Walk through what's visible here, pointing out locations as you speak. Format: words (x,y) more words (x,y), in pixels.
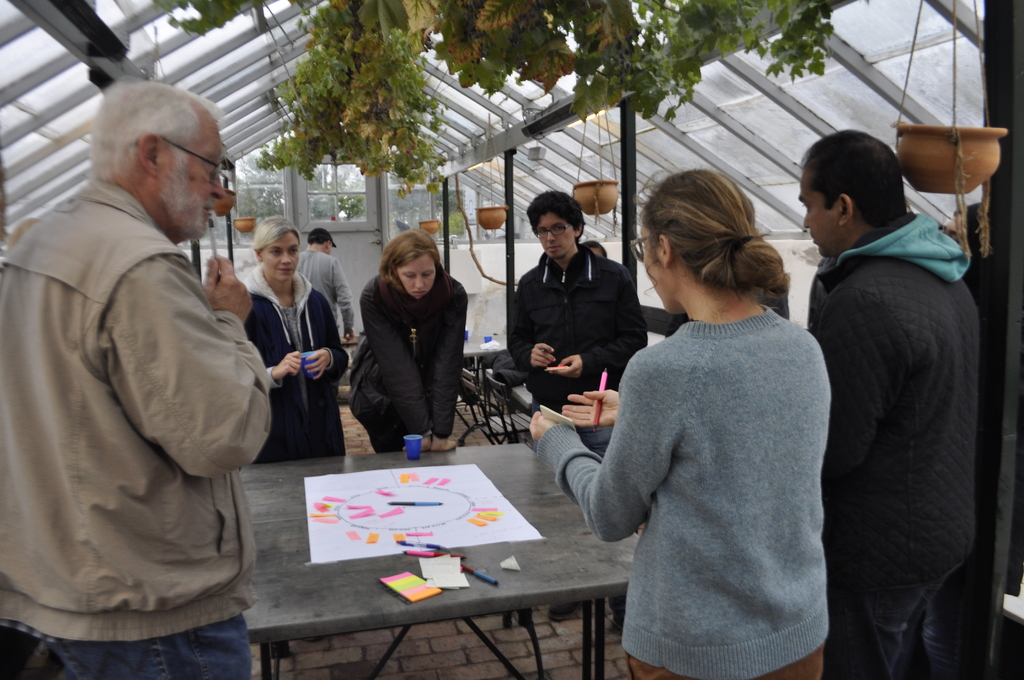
It is a closed room (80,176) where people (548,431) are standing in the middle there is a one table (396,558) on it there is one chart (442,531) and some slips (383,584) and pens (418,543) are present and in the left corner of the picture (184,492) one old man (155,490) is standing with a pen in his hands (212,282) and wearing a coat (86,342) and at the right corner of the picture (835,474) one person (843,543) is standing with a black coat (930,383) on him and behind him there is one pot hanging from the roof (864,128) and beside him there is a woman (768,385) with a pen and slips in her hands (532,428), in the middle of the picture (343,302) one person (325,284) is walking and wearing a hat (311,233) on him and there are glass windows (263,181) and there are plant (307,129) hanging from the roof (439,38) in the picture.
